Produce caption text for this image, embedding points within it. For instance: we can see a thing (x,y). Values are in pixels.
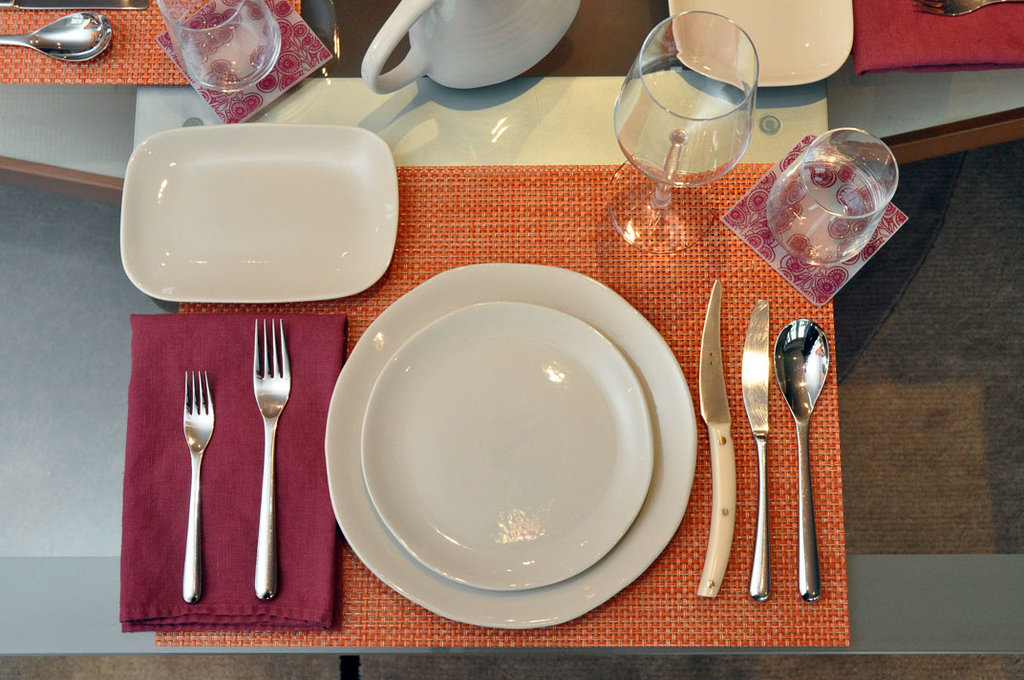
In this picture we can see plates (468,411), forks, knives (763,393), spoons (803,366), glasses (794,254), jugs (522,19) on the table (909,358).
